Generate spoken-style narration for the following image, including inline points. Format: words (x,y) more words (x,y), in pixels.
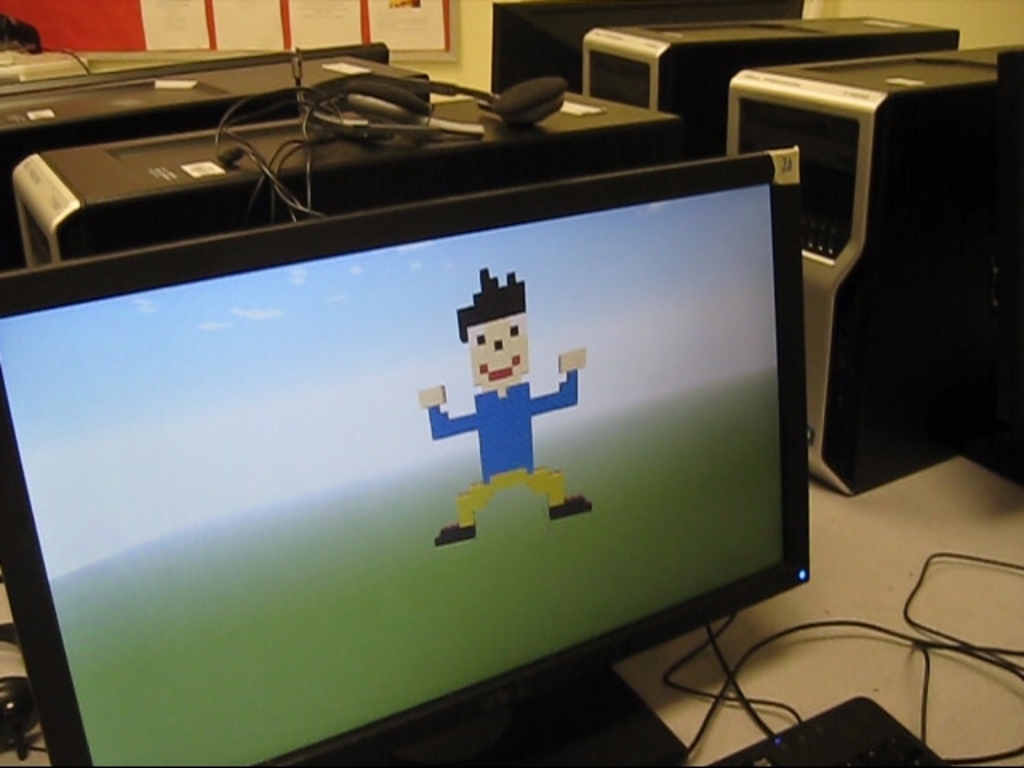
In this image we can see a monitor (386,544) on which we can see some image (466,319) is displayed, we can see the keyboard (867,720), headsets (310,166), and CPUs (162,173) are placed on the white color surface (803,648). In the background (171,59), we can see a board (407,37).
